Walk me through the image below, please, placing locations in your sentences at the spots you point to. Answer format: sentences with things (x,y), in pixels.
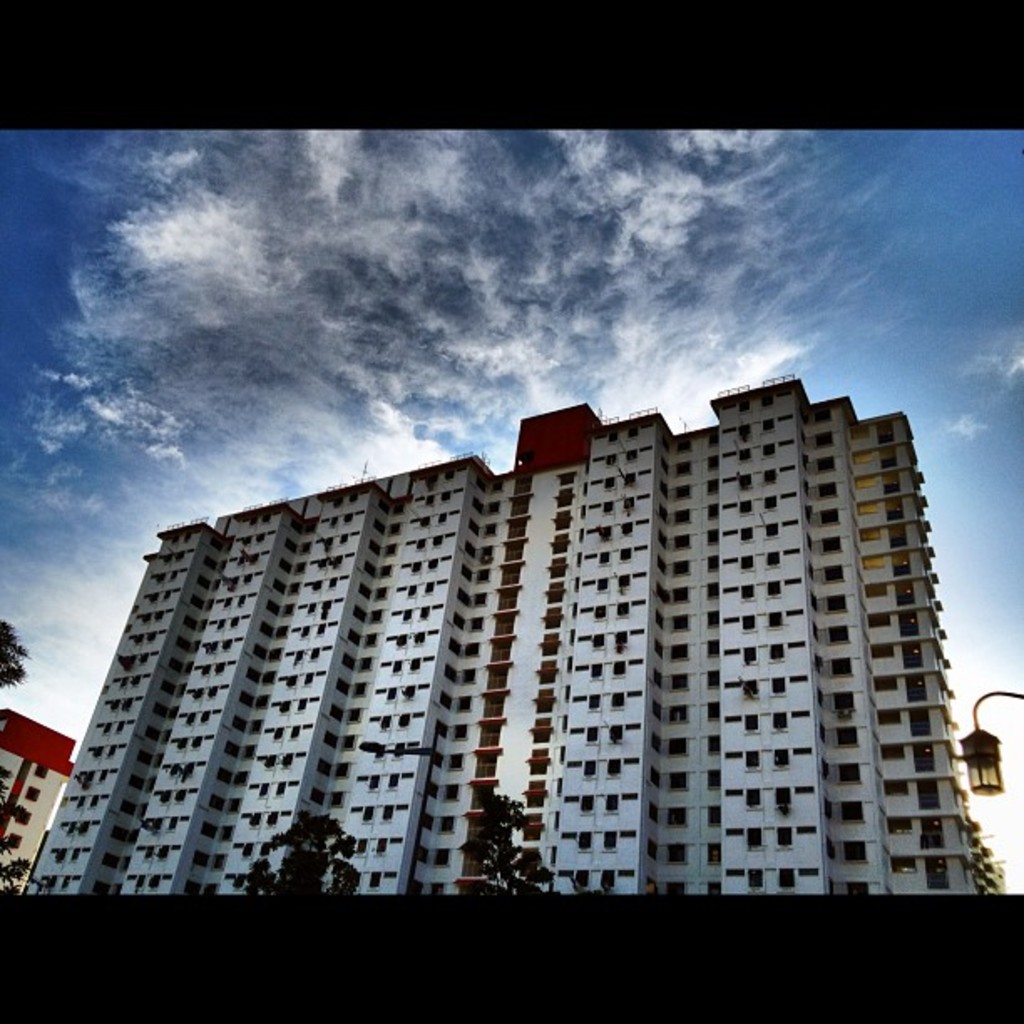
In a given image i can see a buildings (429,579) with windows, light pole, plants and in the background (689,311) i can see the sky (460,251).
